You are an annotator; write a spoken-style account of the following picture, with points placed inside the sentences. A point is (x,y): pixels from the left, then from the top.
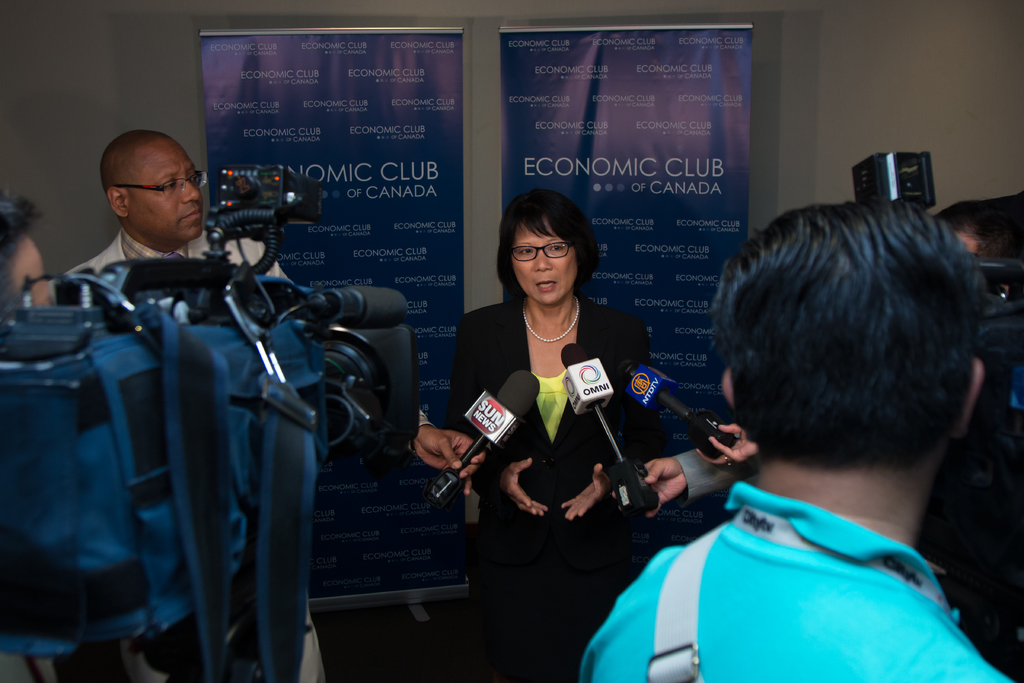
In this image there is a woman (529,466) standing in the center (556,448) giving a speech. In front of the woman (547,398) there are mics (597,390). In the front (208,452) on the left side (201,467) there is a camera (207,467), on the right side (760,525) there is a person (782,602) standing. In the background (520,111) there are banners (672,172) with some text (658,172) written on it and on the right side (984,217) there is a camera (898,186) and the person (1000,253) holding a camera (928,195).
